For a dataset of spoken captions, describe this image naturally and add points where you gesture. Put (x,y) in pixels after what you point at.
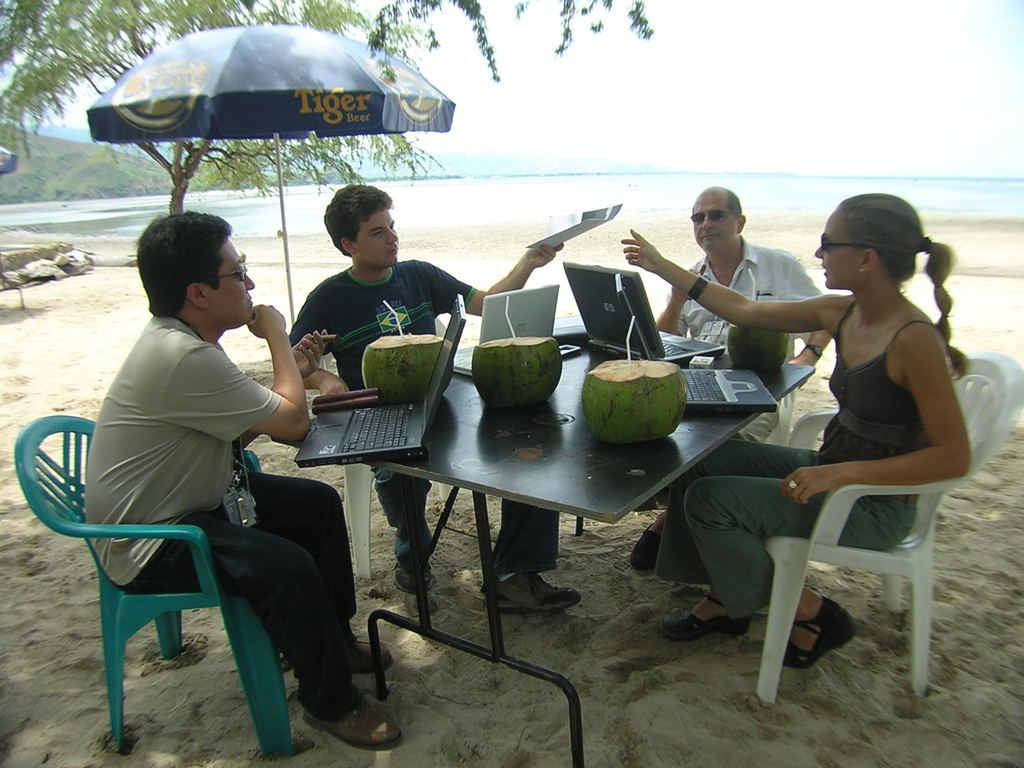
Here I can see three men (484,291) and a woman (815,513) are sitting on the chairs (797,555). In the middle of these people (547,512) there is a table (446,447) on which laptops (501,318) and coconuts (535,381) are placed. At the back of these people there is an umbrella (291,299). This is a beach (591,640). At the bottom (701,643), I can see the sand (567,700). In the background (518,190) there is an ocean (588,189). At the top of the image (682,49) I can see the sky (591,54). In the top left (100,47) there is a tree (98,45) and a hill (64,164).
